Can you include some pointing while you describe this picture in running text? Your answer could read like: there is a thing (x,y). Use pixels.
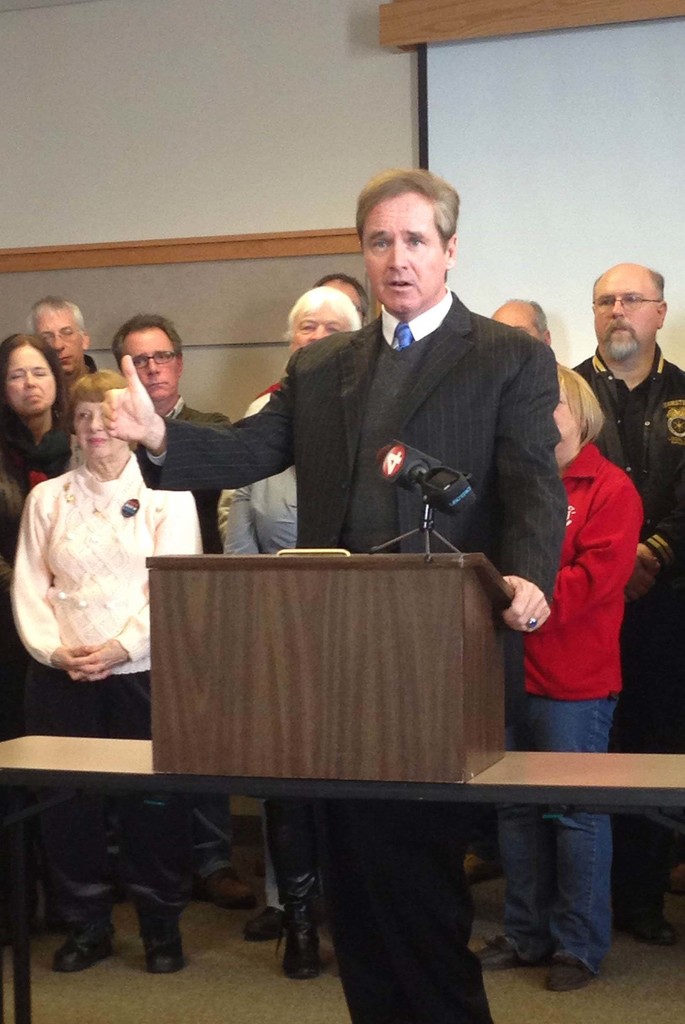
In the center of the image (453,420) there is a person (354,975) standing near a podium (253,562) wearing a suit (459,435). In the background of the image (38,337) there are people (41,386) standing. There is wall (212,174). At the bottom of the image (243,989) there is floor (310,999).
